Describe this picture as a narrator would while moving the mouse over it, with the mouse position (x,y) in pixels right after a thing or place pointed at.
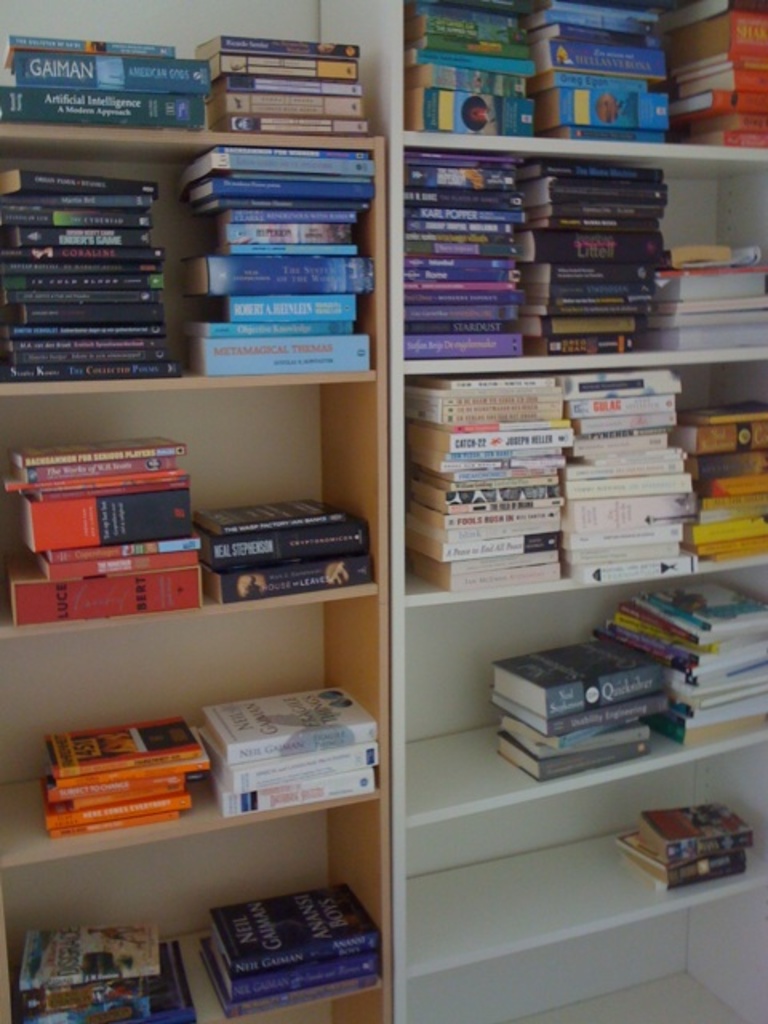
In this picture, there are racks (449,898) filled with books (485,487).
